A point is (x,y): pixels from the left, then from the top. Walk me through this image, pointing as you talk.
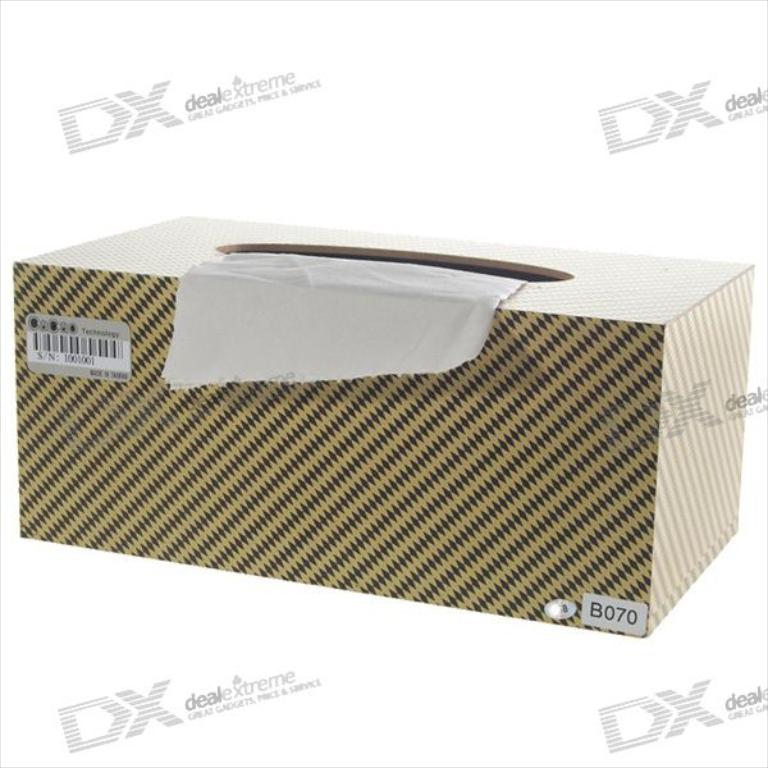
In this image there is a box (658,319), in the background (128,121) there are watermarks (697,86).
